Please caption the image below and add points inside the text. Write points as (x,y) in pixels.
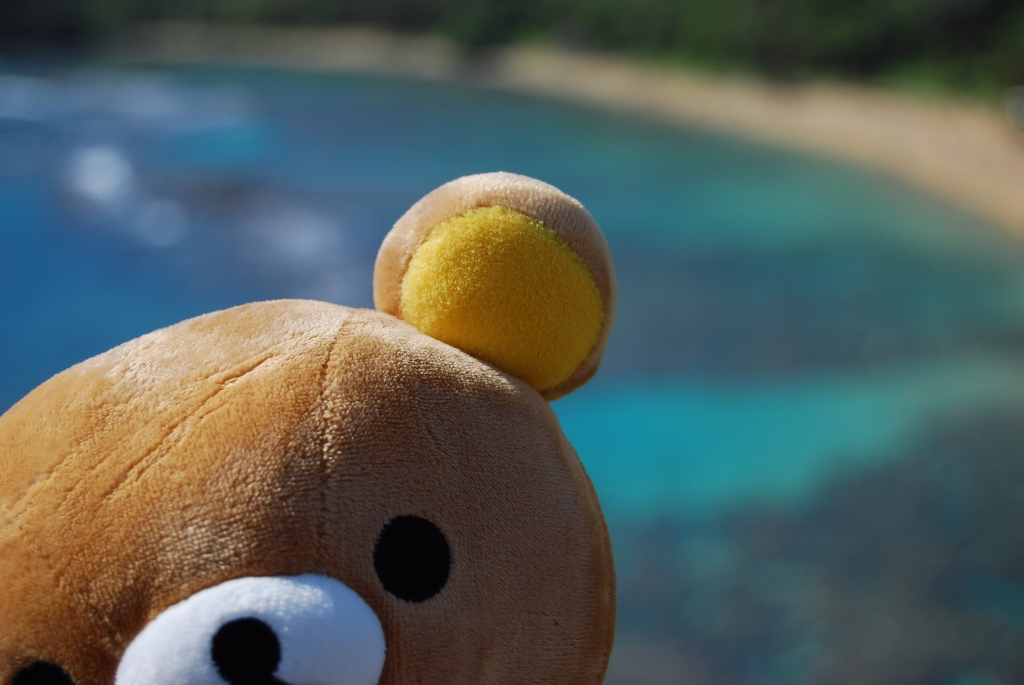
In this image we can see a soft toy (284,525).
